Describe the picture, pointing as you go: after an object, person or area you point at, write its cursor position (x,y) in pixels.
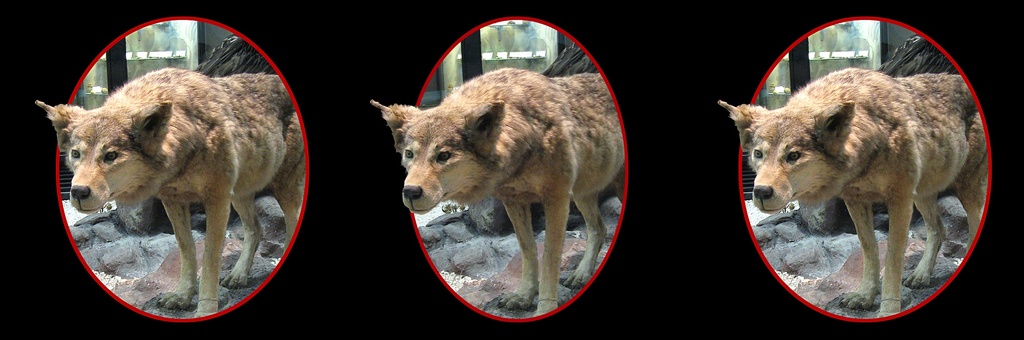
This is an edited image in this image there are three dogs (933,214), at the bottom (101,243) there are some stones (496,256). And in the background (320,66) there are windows (173,53), and there is a black background (650,69).
